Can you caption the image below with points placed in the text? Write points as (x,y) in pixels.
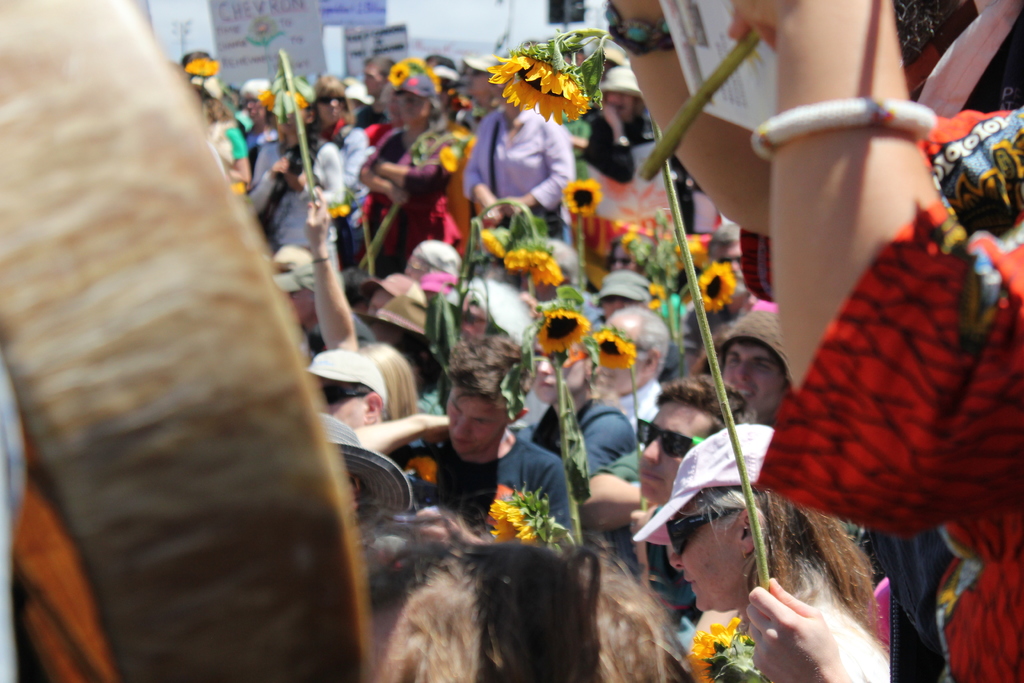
In this image we can see the people (293,252) holding the sunflower flowers (581,86) with the stems (671,182). We can also see some boards (375,53) with the text (300,37).
